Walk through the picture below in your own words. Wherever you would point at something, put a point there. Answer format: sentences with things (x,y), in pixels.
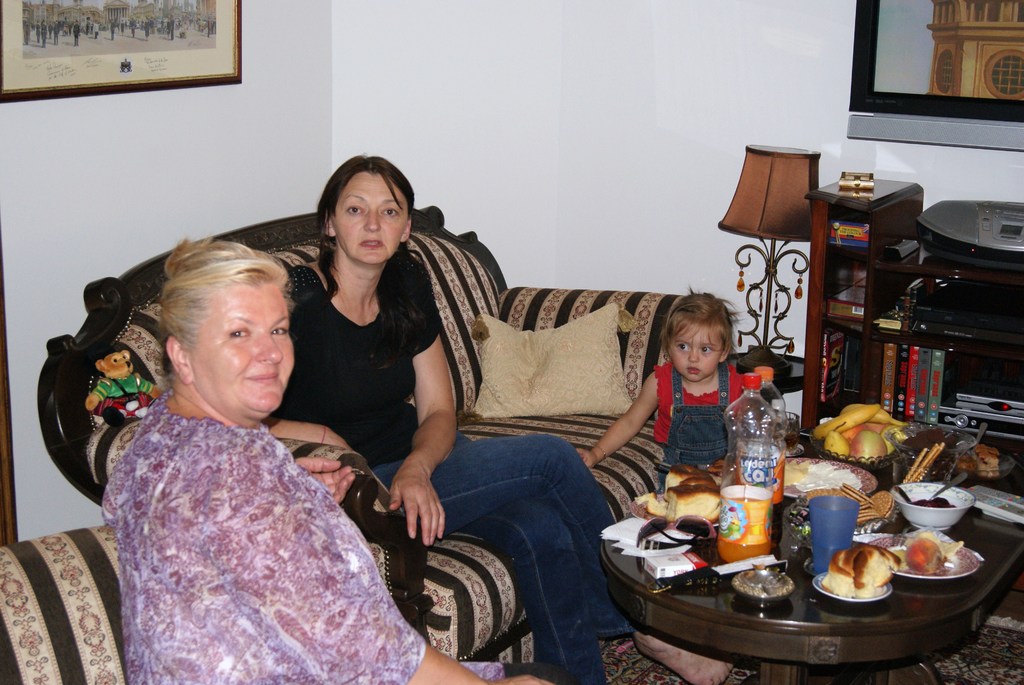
There are two women (319,482) sitting on a sofa (348,506) as we can see on the left side of this image (233,486). There is one baby girl (661,411) is in the middle of this image (666,444). We can see food items (880,504), bottles (734,545) and other objects (769,561) are kept on a table (798,613) which is at the bottom of this image (778,616). There is a wall (533,124) in the background (554,185). We can see a lamp (769,260) and a table (907,222) on the right side of this image (875,234). We can see photo frames (183,53) attached to the wall (262,47).
